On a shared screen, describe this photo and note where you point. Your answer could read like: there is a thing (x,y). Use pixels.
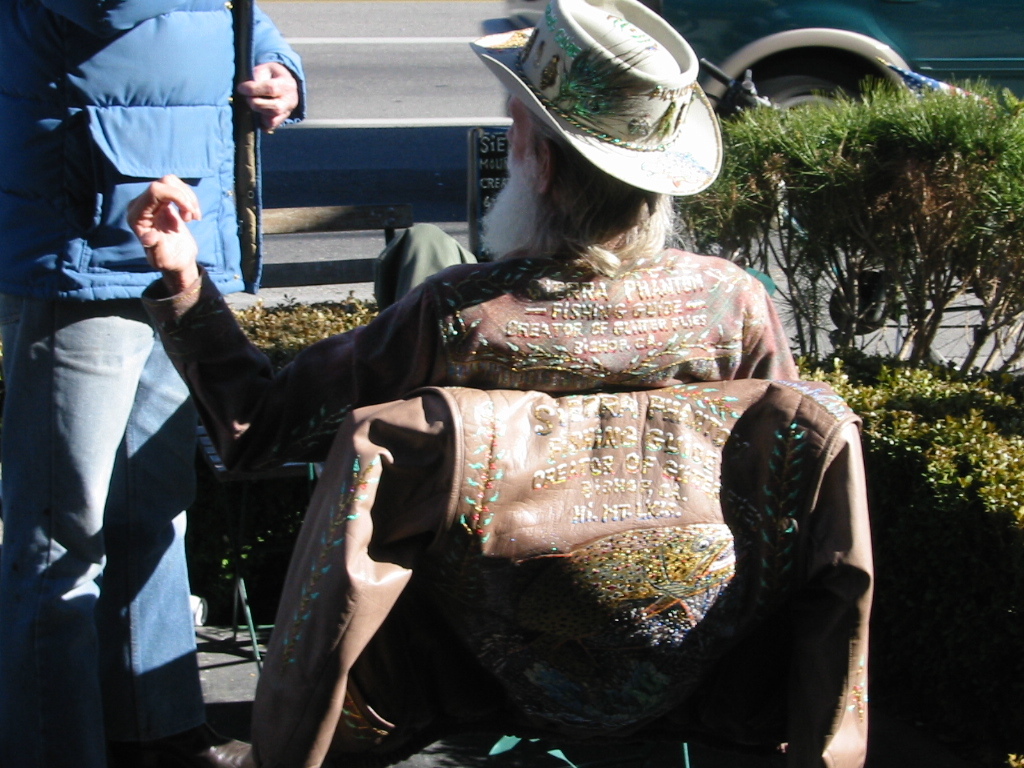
In this image, there are a few people (628,197). Among them, we can see a person (625,113) sitting. We can see some grass (1008,477) and plants (807,209). We can also see a vehicle (719,61) and the ground (437,26). We can also see some objects (916,81).
